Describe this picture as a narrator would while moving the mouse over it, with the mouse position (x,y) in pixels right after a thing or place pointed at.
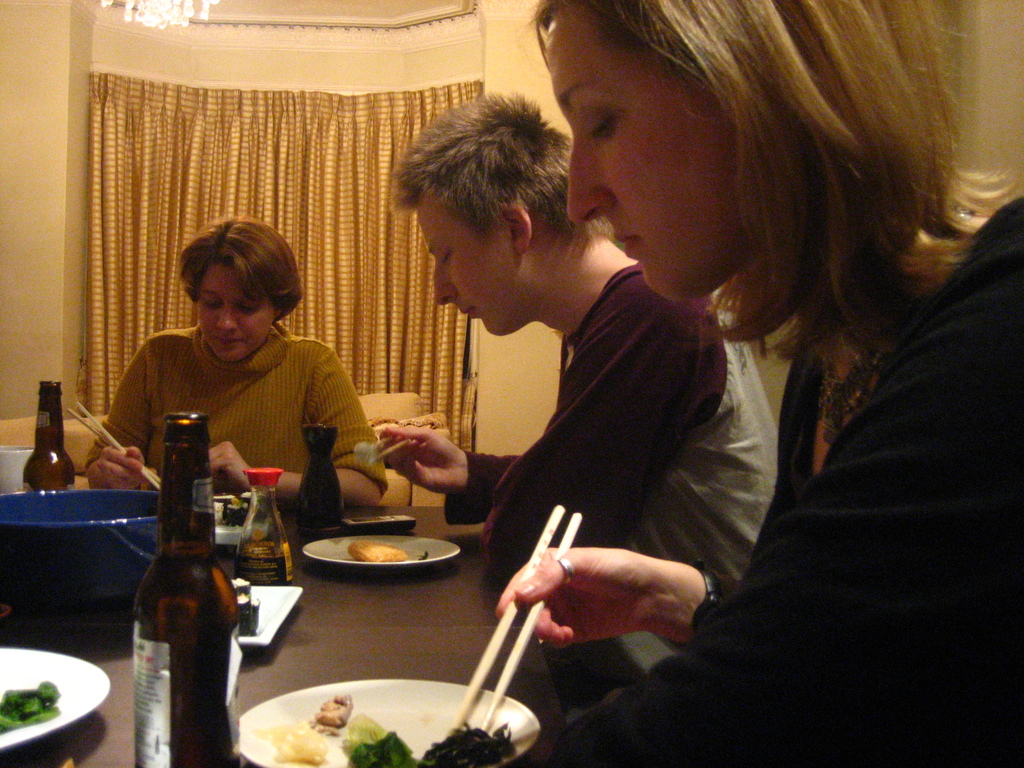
In this picture we can see three people (789,382) sitting on the chair (24,443) and front of the dining table (316,564) on which there are some bottles (320,511), cups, plates (274,606) and behind them there is a curtain (189,133) and a lamp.
